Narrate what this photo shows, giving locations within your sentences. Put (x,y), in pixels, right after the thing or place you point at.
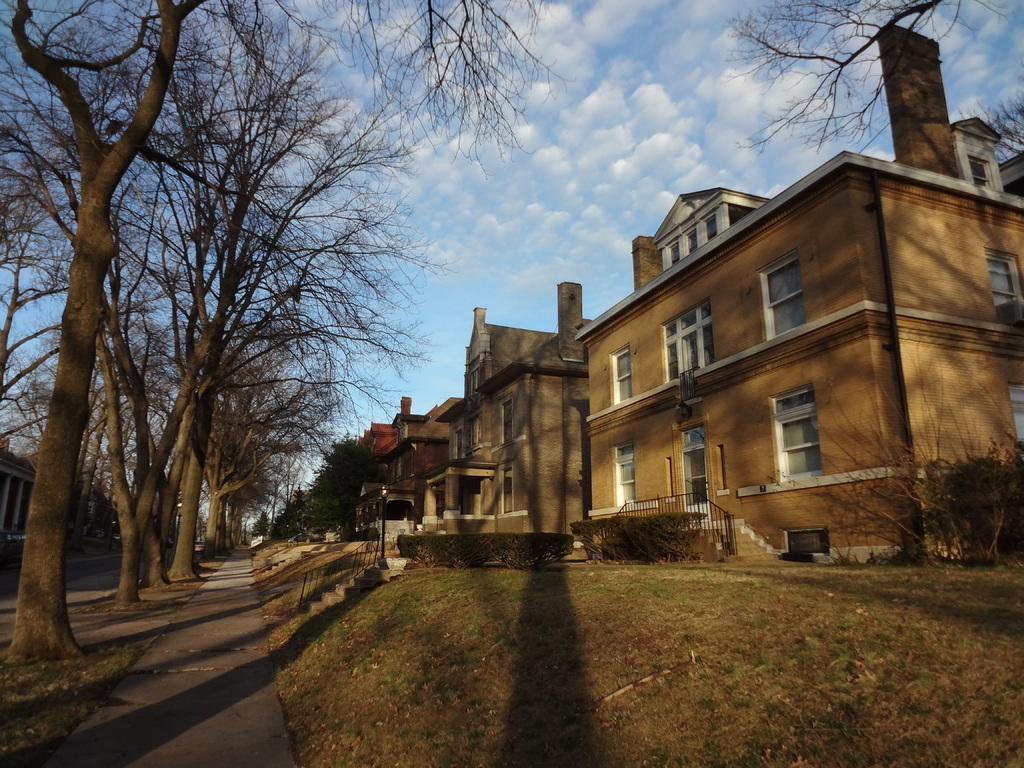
On the left side of the image (92,569) there is a road (82,576). On the right side of the image (825,641) there is grass (593,674) on the surface (581,641). There are plants (605,538). There are stairs (753,546). There is a railing (713,537). On both right and left side of the image (26,474) there are buildings (444,463). There are trees (246,430). In the background of the image (513,185) there is sky (601,119).
